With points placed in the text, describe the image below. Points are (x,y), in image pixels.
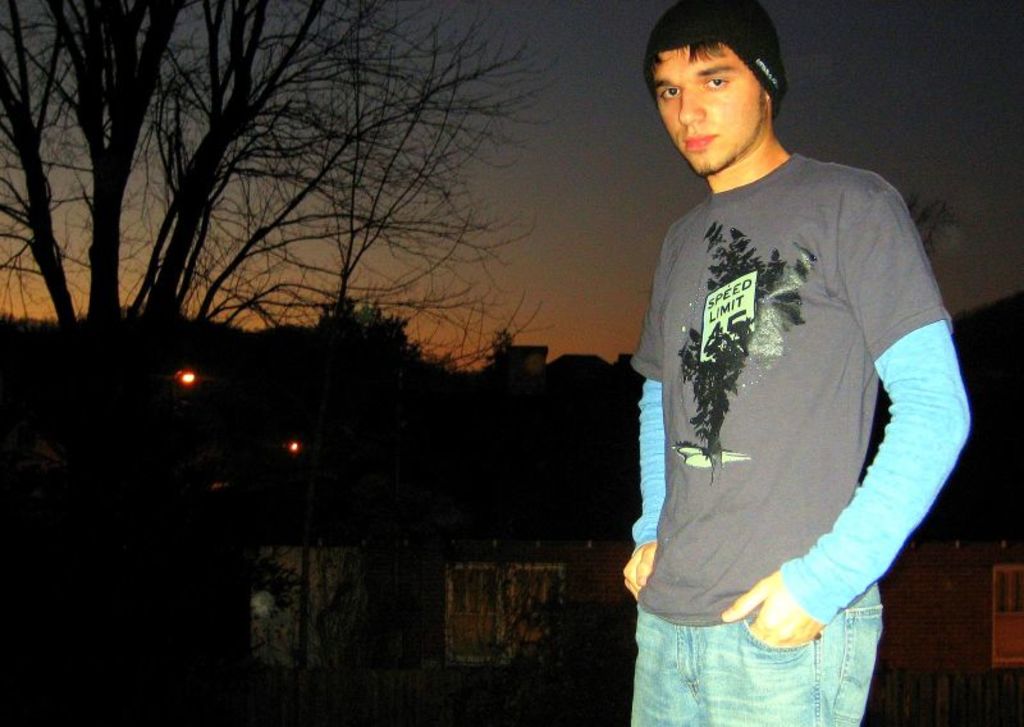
In this image, we can see a tree (143,347). There is a person (808,389) on the right side of the image (895,301) standing and wearing clothes (747,342). There are lights (296,441) on the left side of the image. At the top of the image (554,105), we can see the sky (627,158).
